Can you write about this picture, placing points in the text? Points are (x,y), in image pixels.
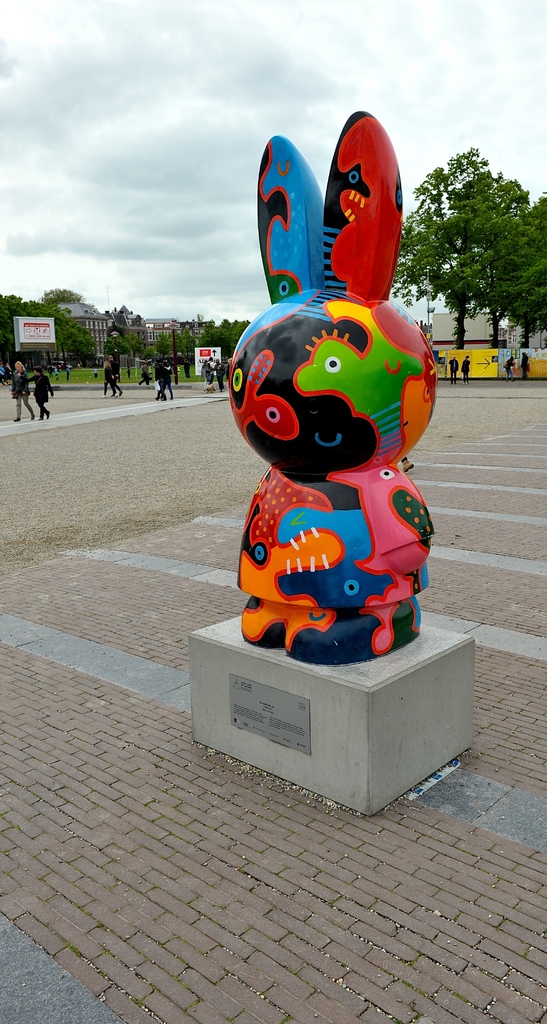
In this picture we can see a statue (274,492) in the front (274,479), in the background (117,383) there are some people (117,383) walking here, we can see some boards (45,345) here, there are some trees (42,301) here, we can see a building (111,321) here, there is a cloudy sky (168,167) at the top of the picture (167,79).
